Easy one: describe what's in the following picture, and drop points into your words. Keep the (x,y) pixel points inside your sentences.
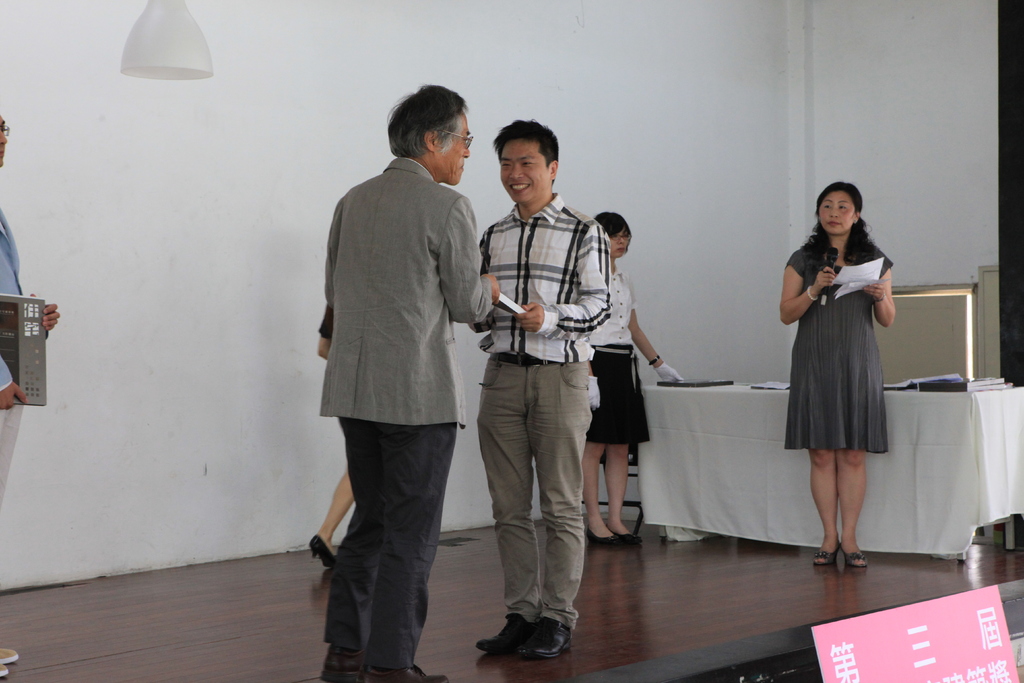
This picture describes about group of people (595,393), they are all standing, in the background (914,385) we can see few books (938,385) and other things (960,383) on the table (925,477), and also we can see a wall (661,109).
